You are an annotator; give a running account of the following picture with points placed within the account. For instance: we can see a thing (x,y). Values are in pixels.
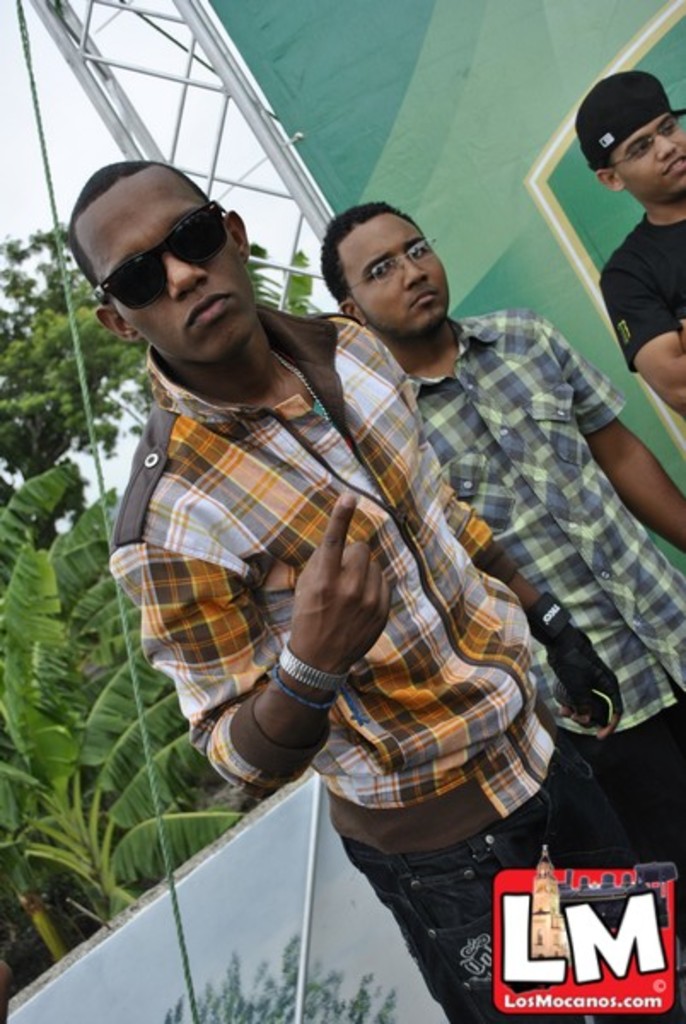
In this image we can see this person (248,649) wearing shirt (405,673) and glasses (221,230) is standing here, this person (560,491) wearing shirt (533,413) and spectacles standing here and this person (651,153) wearing black T-shirt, spectacles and cap (621,136) is standing here. Here we can see the wall (296,984), plants (104,918), rope banner (332,141), trees (68,425) and the sky (33,44) in the background (58,425). At the bottom right side of the image (532,937) we can see a logo (540,932).
